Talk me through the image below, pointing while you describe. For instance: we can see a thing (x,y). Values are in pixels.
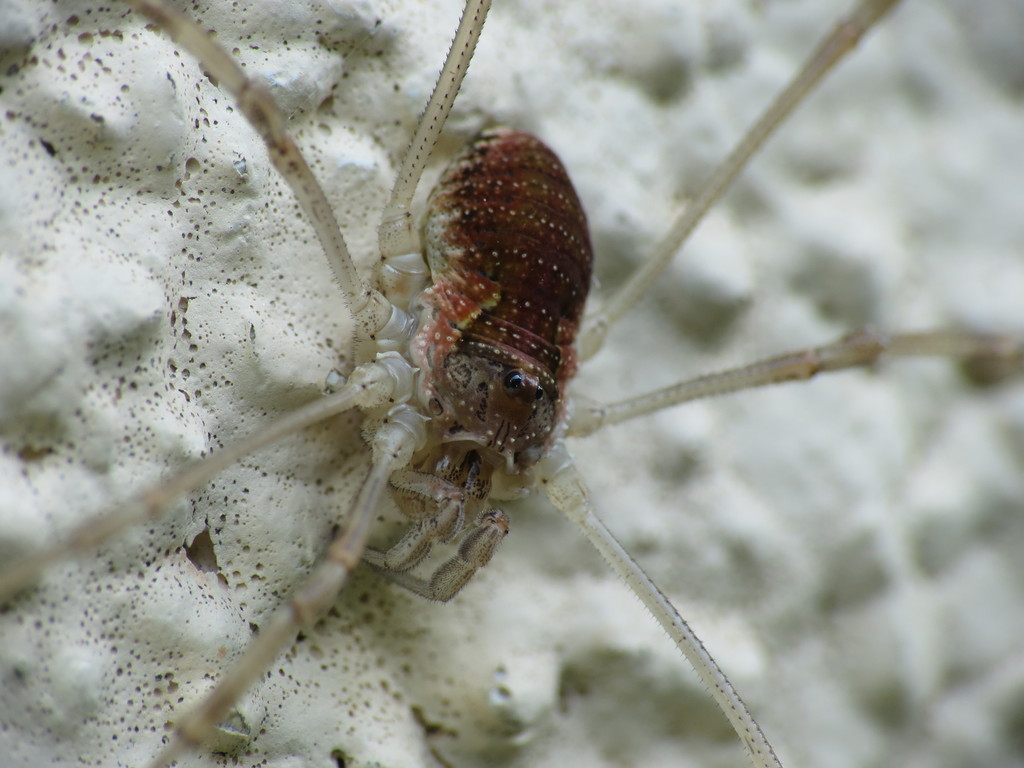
In the picture there is an insect (464,336) present on the white surface (893,648).
